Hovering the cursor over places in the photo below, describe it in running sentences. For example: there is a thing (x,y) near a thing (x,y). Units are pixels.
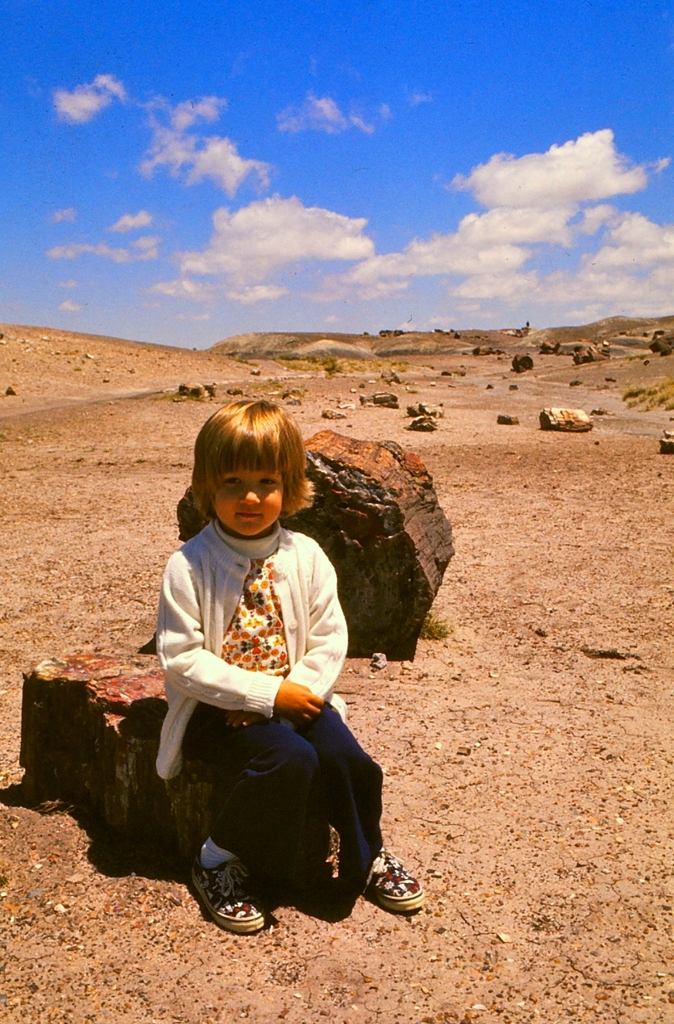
This picture is clicked outside the city. In the foreground (271,509) there is a kid (192,555) wearing a white color jacket (202,666) and sitting on an object (129,754) seems to be a trunk (181,813) of a tree (126,795). In the background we can see the rocks (489,386) and some other items (562,431) are lying on the ground (540,515) and we can see the sky (403,97) with some clouds (424,261).
